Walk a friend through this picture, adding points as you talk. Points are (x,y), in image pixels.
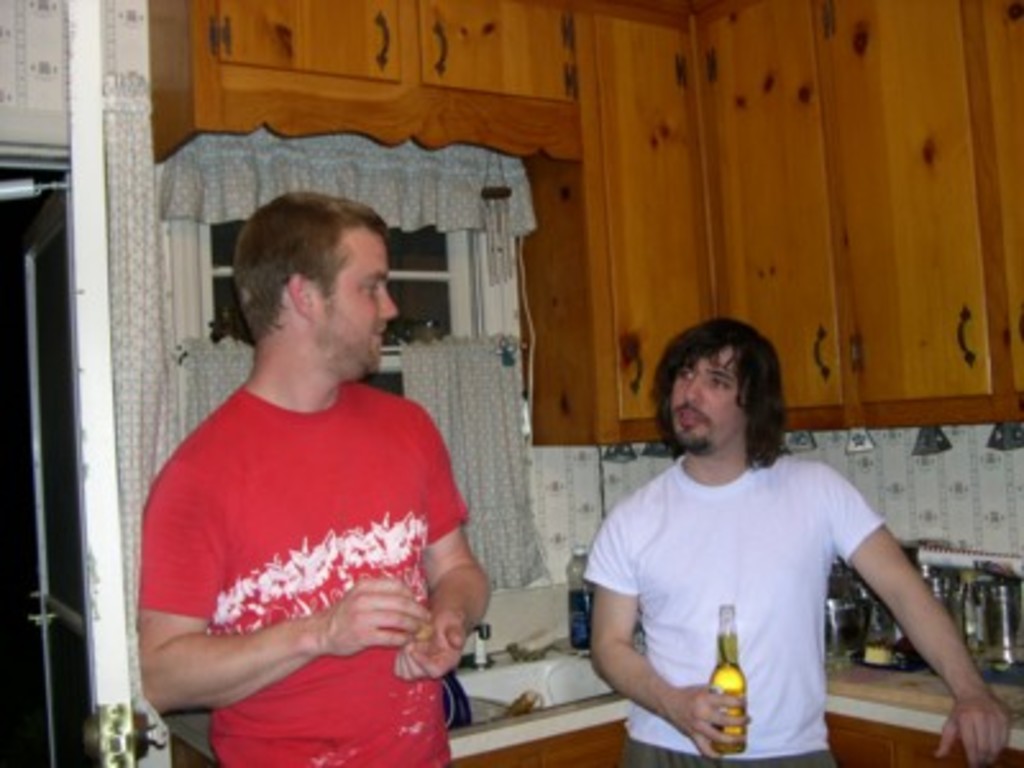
In this image I can see two man (635,734) are standing and one of them is holding a bottle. In the background (198,180) I can see curtains (192,203), a door (87,406) and cupboard (541,111). I can also see few utensils (968,598) on countertop (916,689).
